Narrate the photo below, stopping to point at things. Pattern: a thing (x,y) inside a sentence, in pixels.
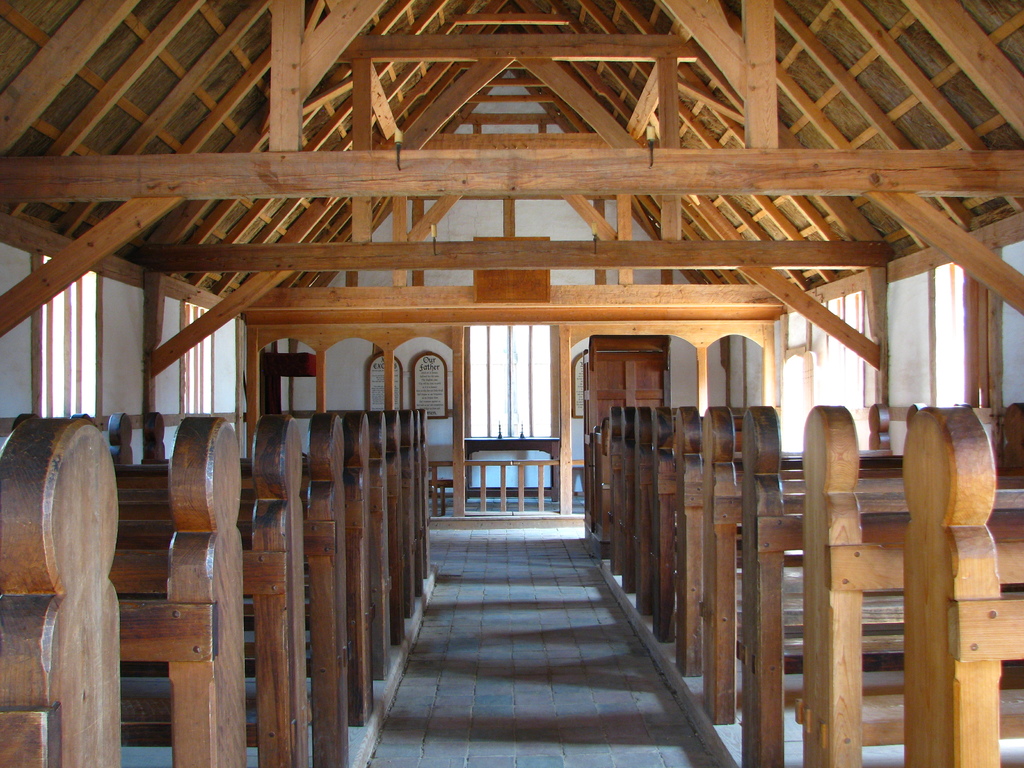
In this image i can see wooden benches (393,503) on the floor (686,691) and there are many windows (48,369).
